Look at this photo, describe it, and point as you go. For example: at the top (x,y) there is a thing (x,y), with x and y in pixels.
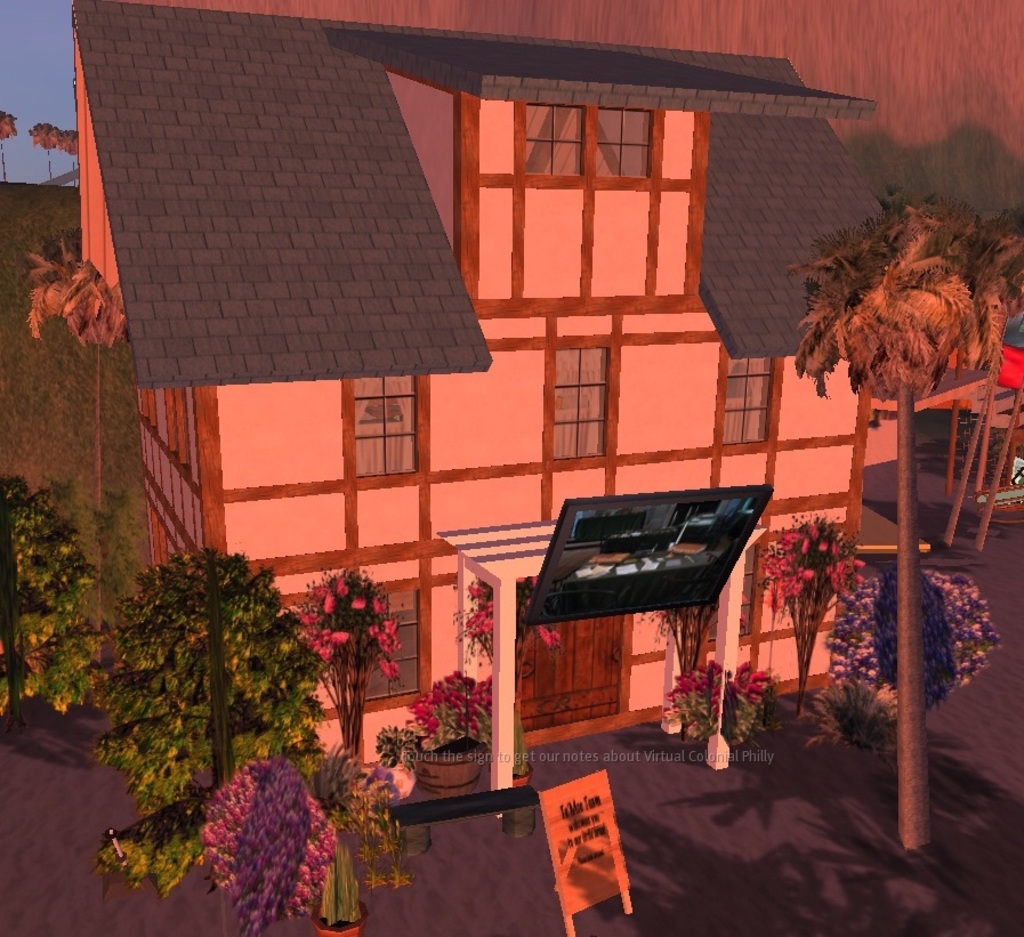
In this image we can see an animated picture of a building (374,270) containing windows (565,366) and door (580,644). In the background (18,66), we can see sign board (565,897), a group of trees (359,760) and the sky (21,101).
